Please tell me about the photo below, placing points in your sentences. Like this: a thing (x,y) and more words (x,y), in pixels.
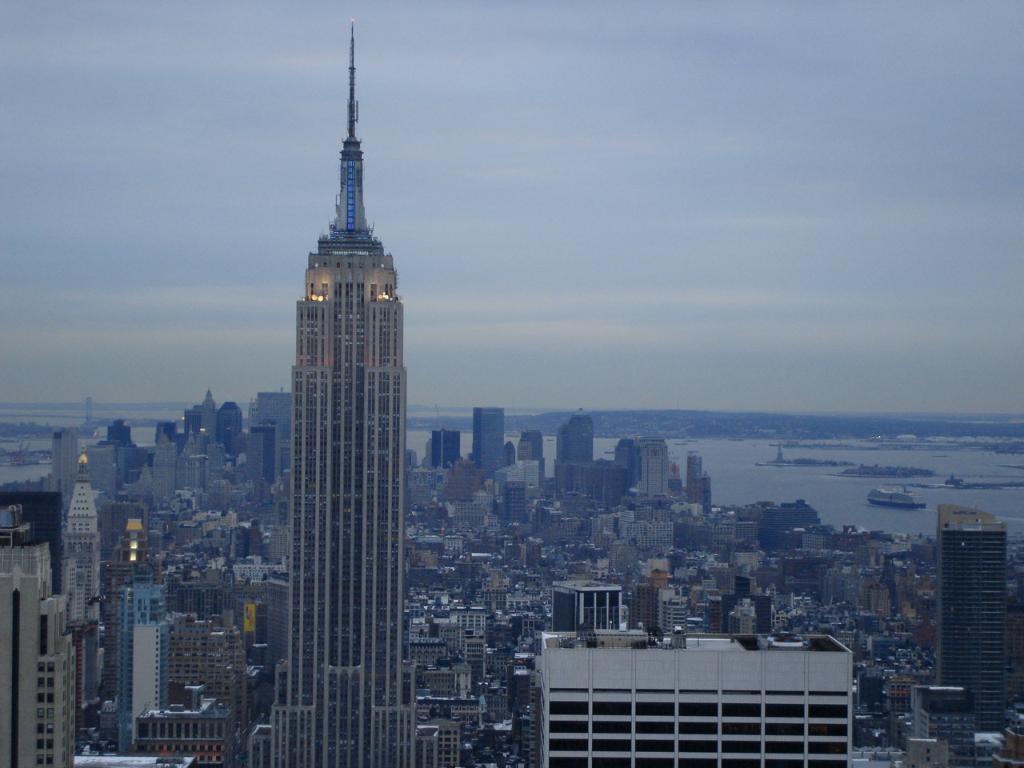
This is the top angle view of the city (466,598), in this image we can see buildings (602,602) and water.
